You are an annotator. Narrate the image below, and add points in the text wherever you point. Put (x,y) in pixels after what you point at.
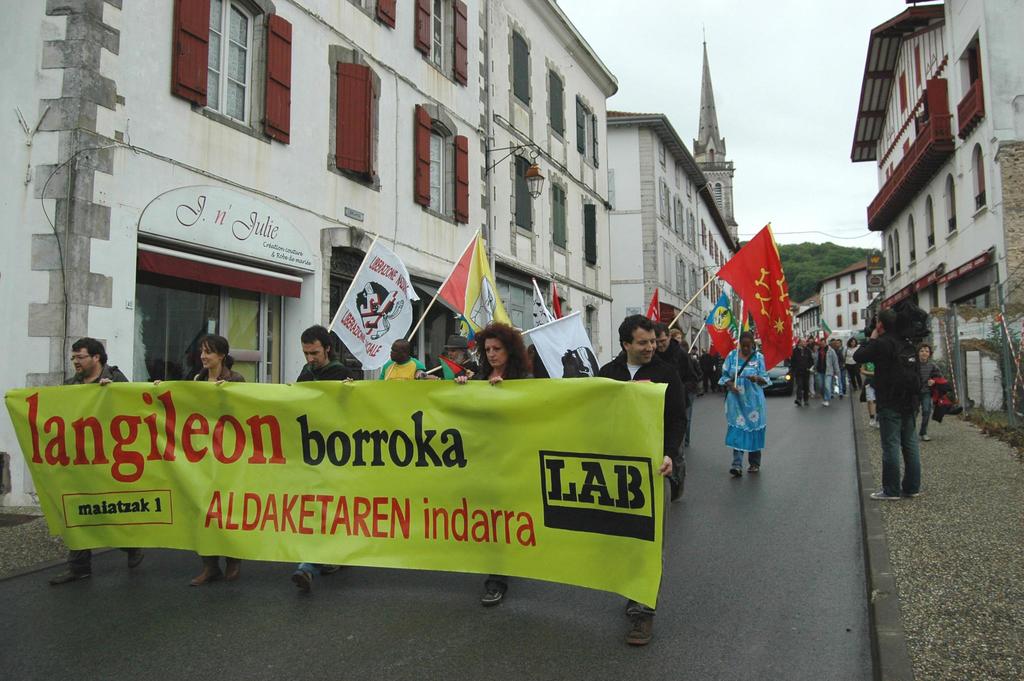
In this picture, we can see a few people (696,358) carrying some objects (573,393) like banners (559,393), flags (787,313), and we can see road (848,510), buildings (960,240) with windows (176,73) and some with posters (872,254) and in the background (767,108) we can see trees (801,282), sky (806,121).
